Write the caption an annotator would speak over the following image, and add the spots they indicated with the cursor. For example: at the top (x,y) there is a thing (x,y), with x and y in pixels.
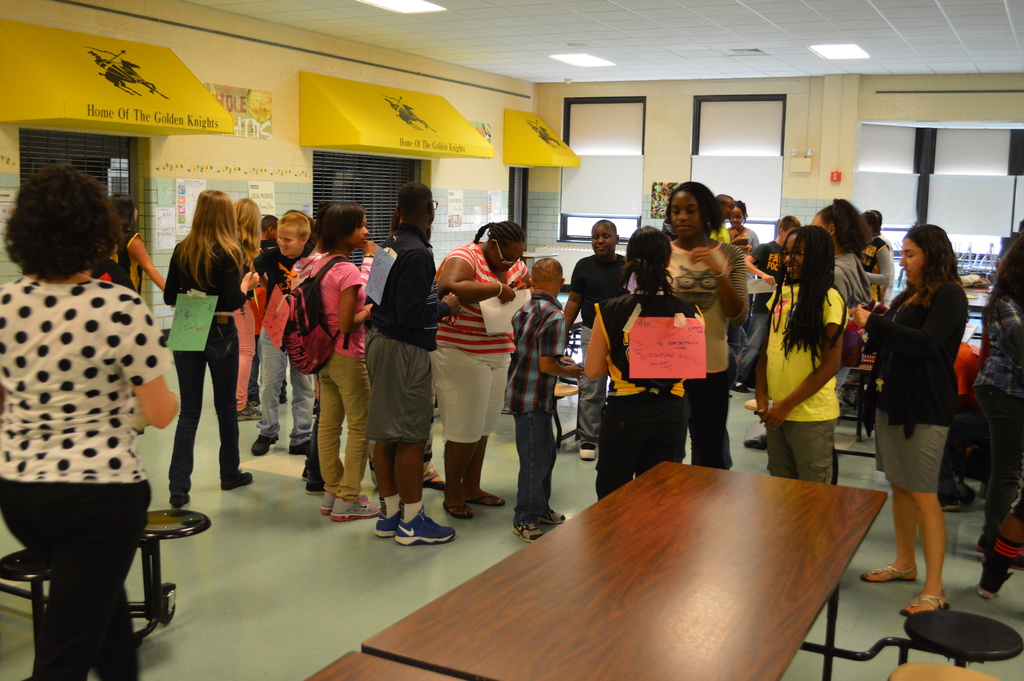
In this image I can see the group of people (534,338) standing. Among them one person (342,289) is wearing the bag (308,332). At the back (729,139) there are some windows (720,151).
